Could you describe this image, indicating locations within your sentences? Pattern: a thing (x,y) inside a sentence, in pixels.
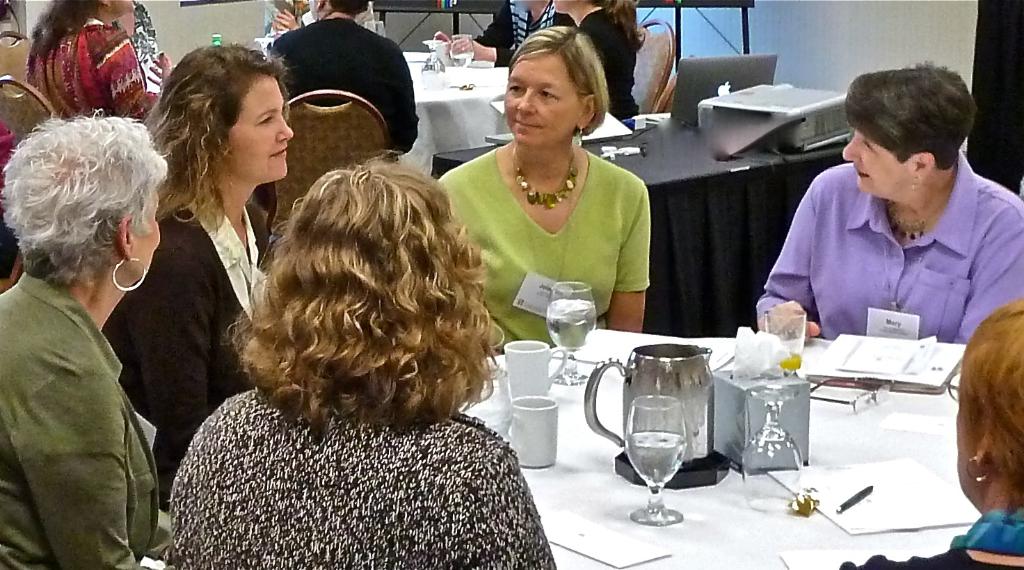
In this image I see number of people (92,554) who are sitting on chairs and I see tables (832,425) in front of them on which there are glasses (561,290), cups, a jar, tissue box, papers (910,424), a spectacle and other things (911,383) on it. In the background (717,25) I see the wall (720,45).
